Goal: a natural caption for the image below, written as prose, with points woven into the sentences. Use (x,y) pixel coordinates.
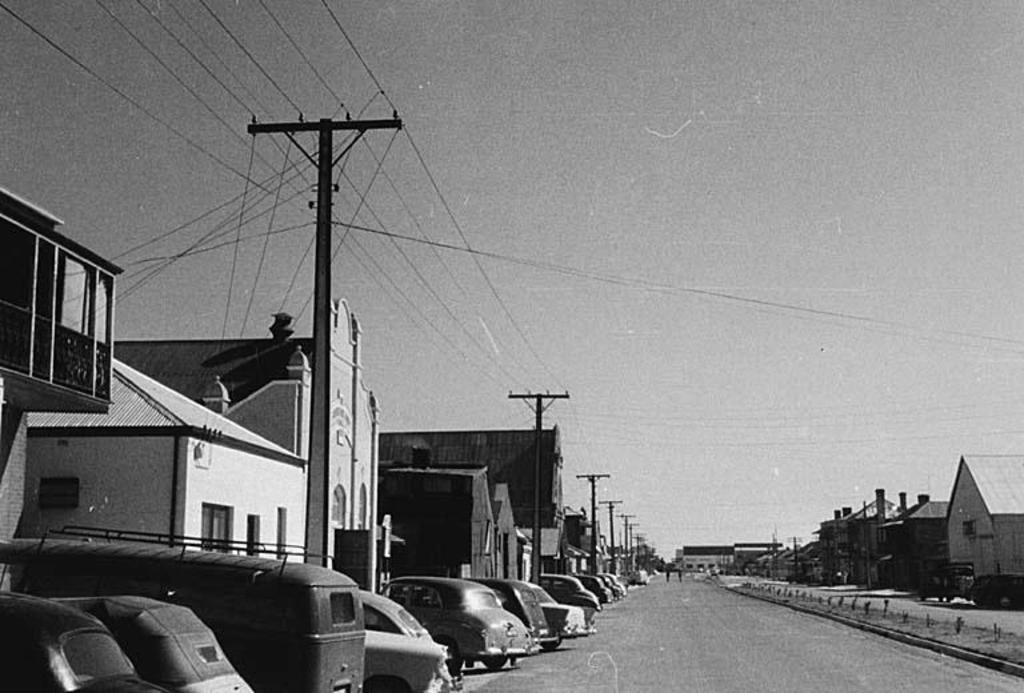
This is a black and white picture. Here we can see vehicles (582,616), poles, wires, and houses (951,524). This is a road (763,640). In the background (771,424) there is sky (832,319).
